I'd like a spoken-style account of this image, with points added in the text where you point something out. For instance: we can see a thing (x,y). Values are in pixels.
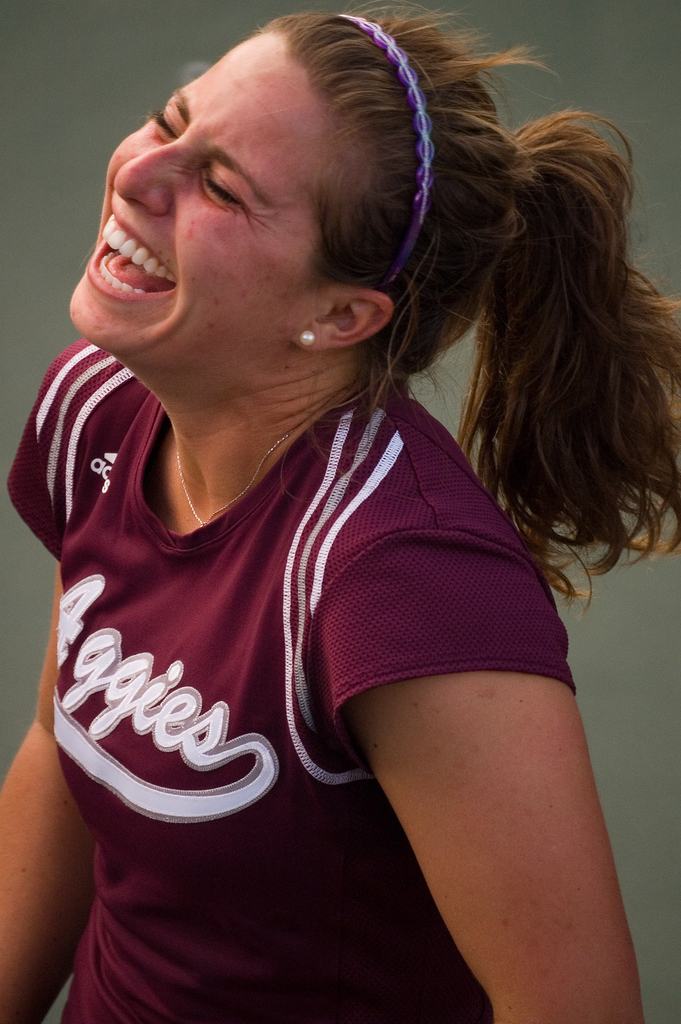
In this image, we can see a person (349,539) wearing clothes (292,607).
